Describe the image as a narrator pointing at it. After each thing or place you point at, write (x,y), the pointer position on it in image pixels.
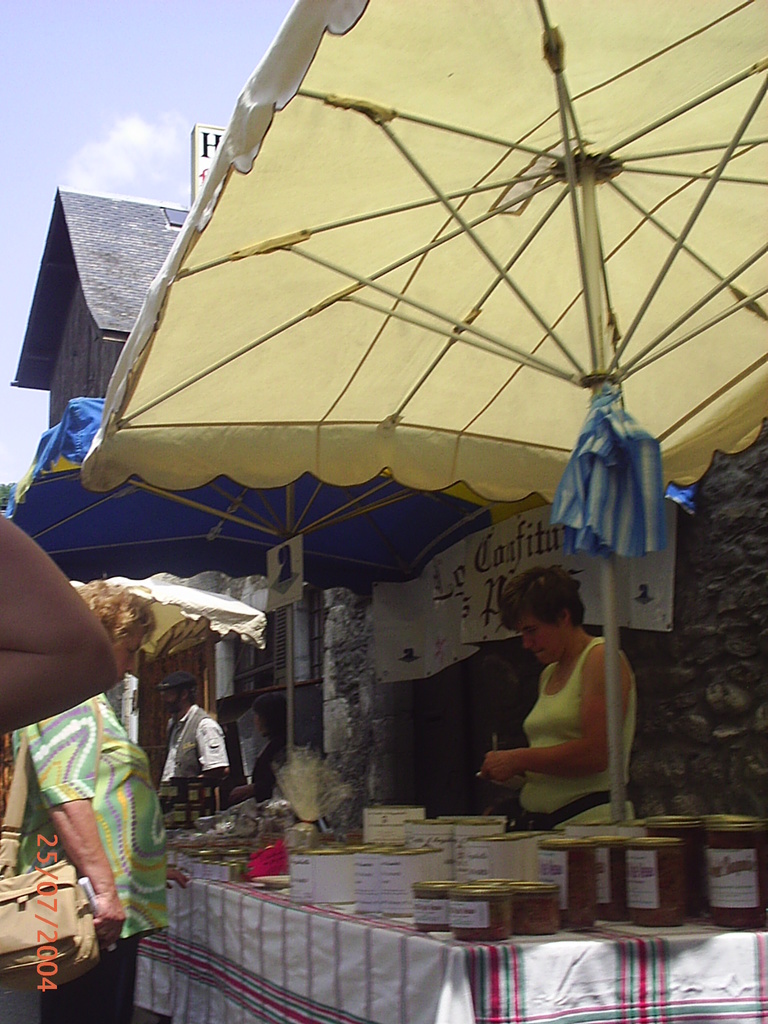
In the image there are few umbrellas (272,476) and under the umbrellas (297,289) there is some stall (266,930). There is a table (470,945) and on the table (637,930) there are some boxes (498,863) and bottles (659,868). There is a person (547,629) standing in front of a wall (692,586) and on the wall (720,478) there is some banner (481,587). There is a woman (97,884) standing on the other side of the table (246,896), in the background (177,704) there is a man (175,747) standing in front of a building (95,226).
